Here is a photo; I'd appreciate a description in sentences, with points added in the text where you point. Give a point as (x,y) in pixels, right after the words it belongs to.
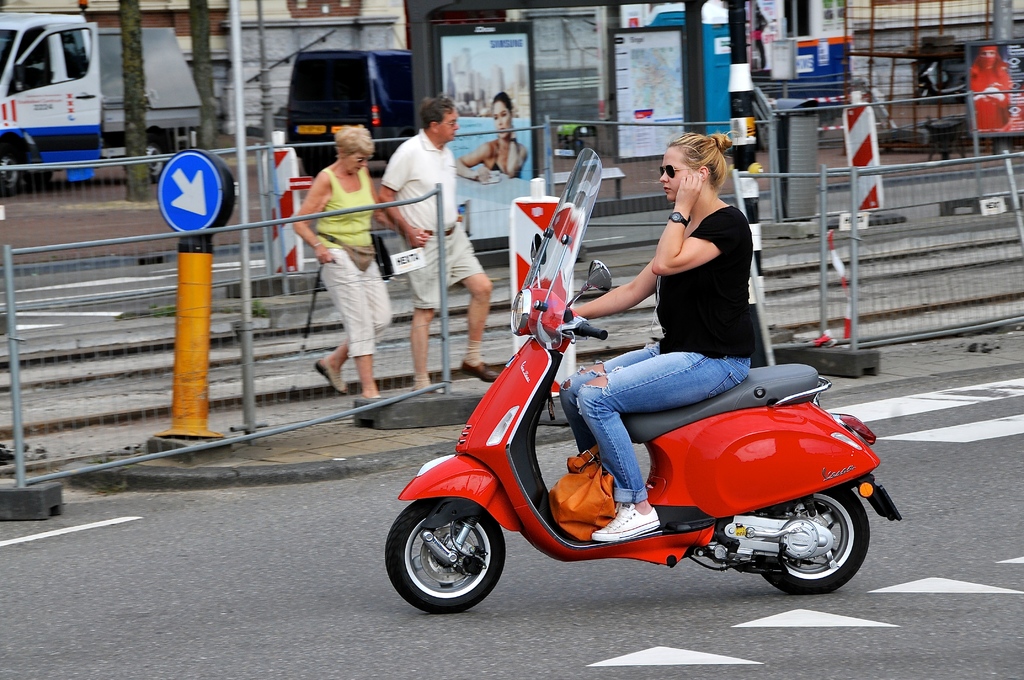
In this picture I can see a woman (651,286) is sitting on the bike (681,476). The woman (711,374) is wearing black color glasses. In the background (342,230) I can see a man (429,298) and a woman (362,159) are walking. In the background (827,238) I can see vehicles (181,76) on the road (899,261), fence (899,261), poles (209,240), sign boards (204,207), trees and other objects (274,50).
